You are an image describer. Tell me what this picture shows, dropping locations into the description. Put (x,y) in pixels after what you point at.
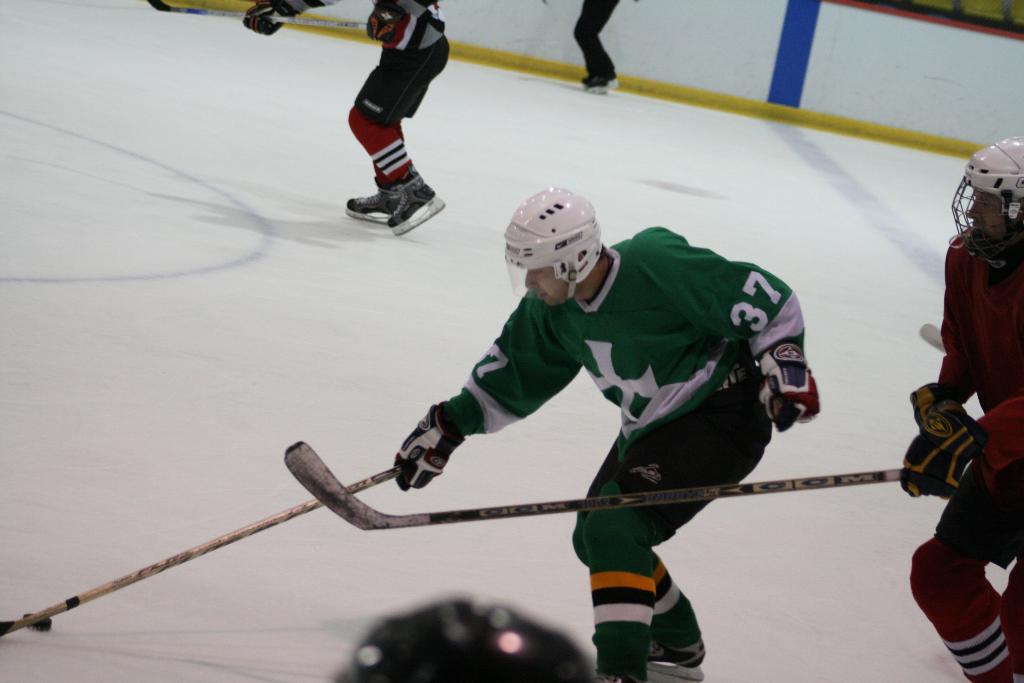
In this picture there are people (611,521) playing ice hockey game and holding sticks (377,479). In the background of the image (686,33) we can see wall (680,48) and legs (603,26) of a person (589,84). At the bottom of the image (564,665) we can see an object (368,662).
